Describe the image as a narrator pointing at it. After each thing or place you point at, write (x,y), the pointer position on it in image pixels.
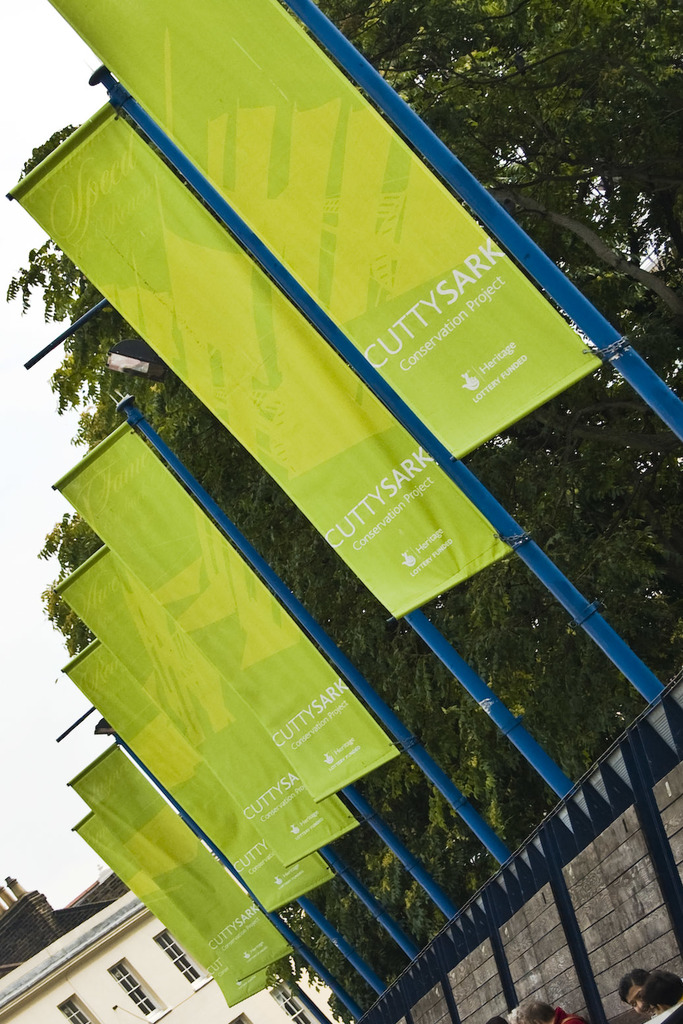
In this image, I can see the banners (216,884) to the poles (371,973). In the bottom right corner of the image (493,924), I can see a wall (576,980) and the heads (640,984) of the people (639,1000). In the bottom left corner of the image (176,1014), I can see a building (147,1012). In the background (501,90), there are trees (493,93) and the sky (19,144).
